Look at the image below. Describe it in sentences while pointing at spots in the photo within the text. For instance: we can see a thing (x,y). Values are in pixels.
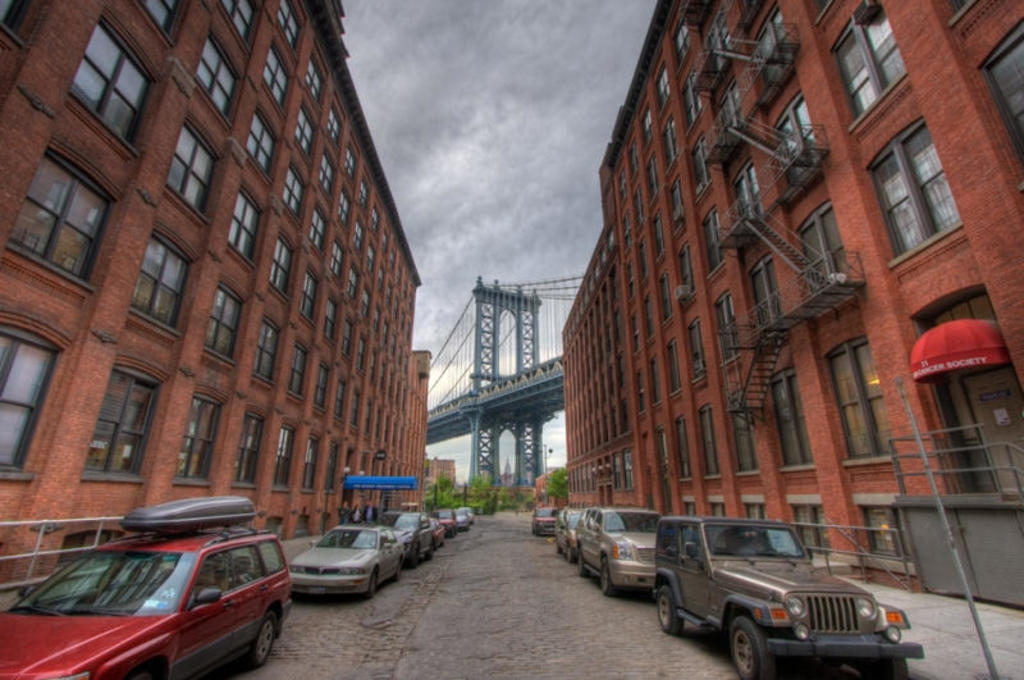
In this image in the center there are vehicles (616,583) and in the background (502,507) there are trees (491,481) and there is a bridge (492,392). On the left side (184,370) there is a building (273,429) which is red in colour and on the right side (842,380) there is a building (790,401) and in front of the building (776,225) there are steps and there is a tent (956,356) which is red in colour and the sky (517,124) is cloudy.
